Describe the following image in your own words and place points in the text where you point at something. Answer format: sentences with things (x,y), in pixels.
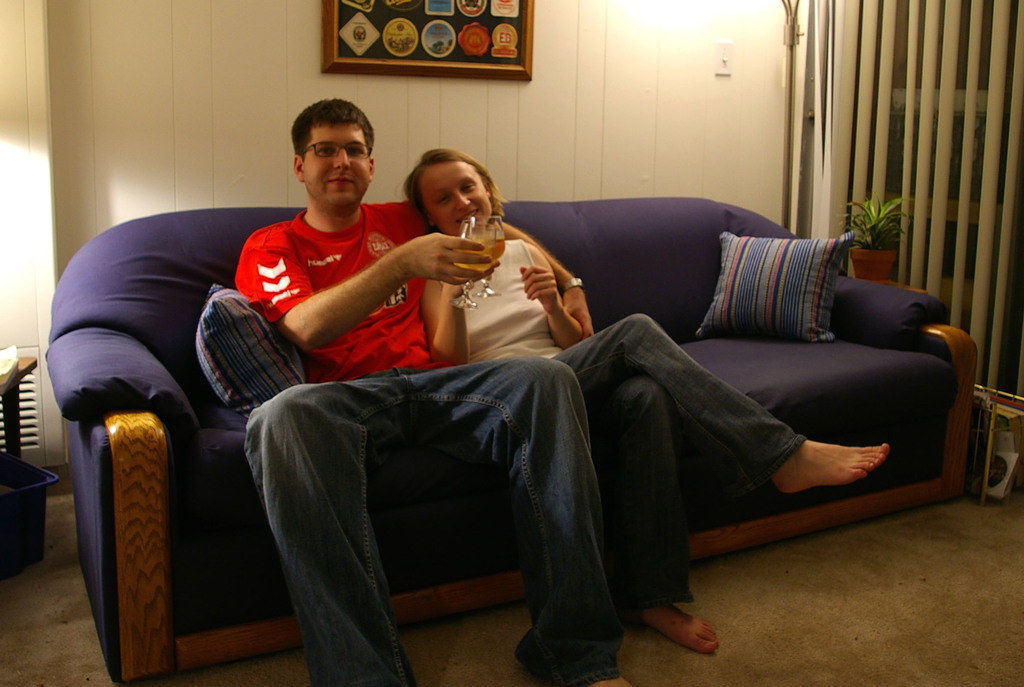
In this picture we can see a man (385,316) and woman (652,331), they both are seated on the sofa (688,330) and they are holding glasses (474,300), beside to them we can find a plant (878,231) and window blinds (864,199), in the background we can see few lights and a frame (439,40) on the wall (586,115).
